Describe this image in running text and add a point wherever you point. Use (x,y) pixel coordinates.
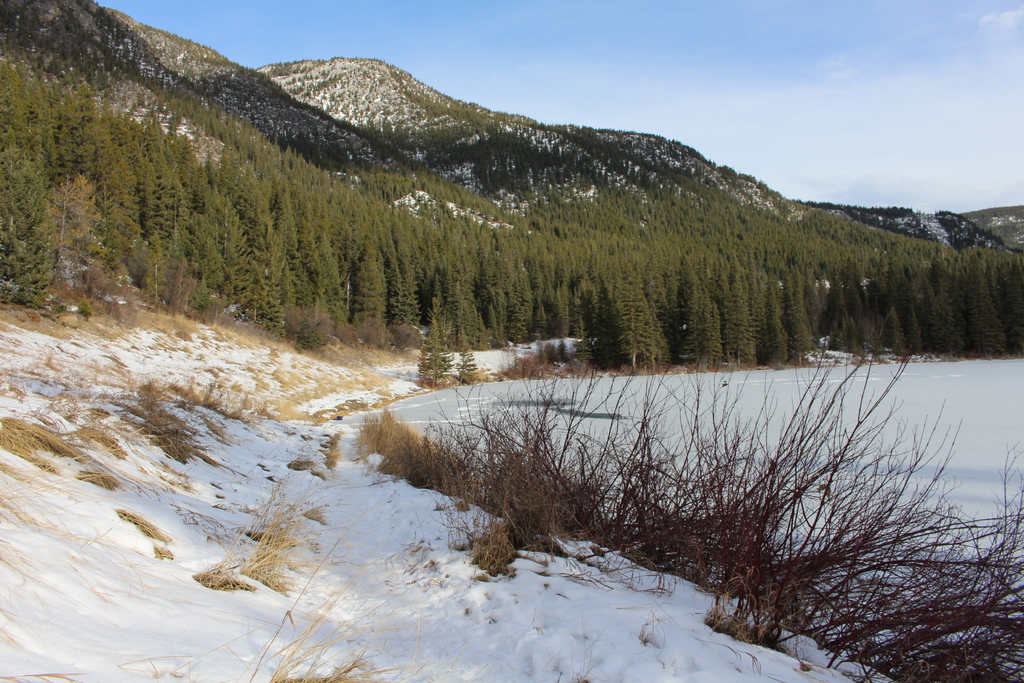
In this image there is the sky (510,51) towards the top of the image (960,39), there are mountains (571,135), there are trees (694,262), there are plants (572,493), there is ice (486,615) on the ground (384,599).
